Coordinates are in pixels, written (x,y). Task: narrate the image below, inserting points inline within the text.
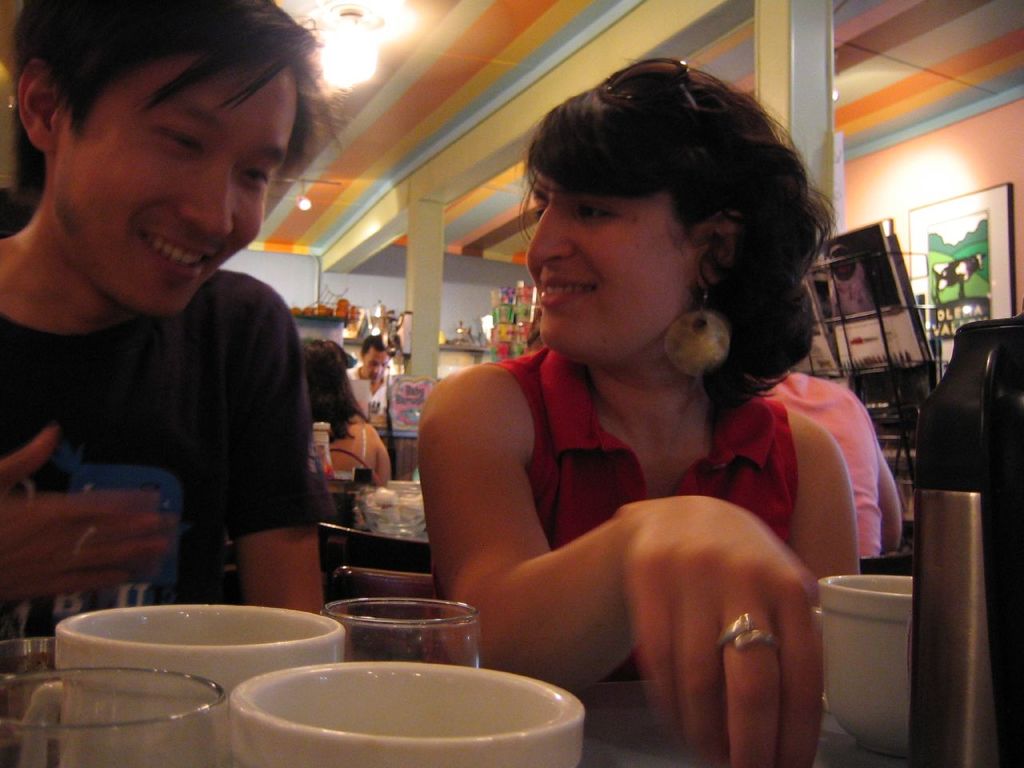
In this picture there is a inside view of the restaurant (835,740). In the front (509,534) there is a girl (558,485) wearing red color top (720,481) is sitting on the chair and looking to the beside person (158,433) wearing black t-shirt (222,459). Behind there are some persons (385,376) sitting and eating the food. On the top (348,168) there is a colorful ceiling (373,157).
